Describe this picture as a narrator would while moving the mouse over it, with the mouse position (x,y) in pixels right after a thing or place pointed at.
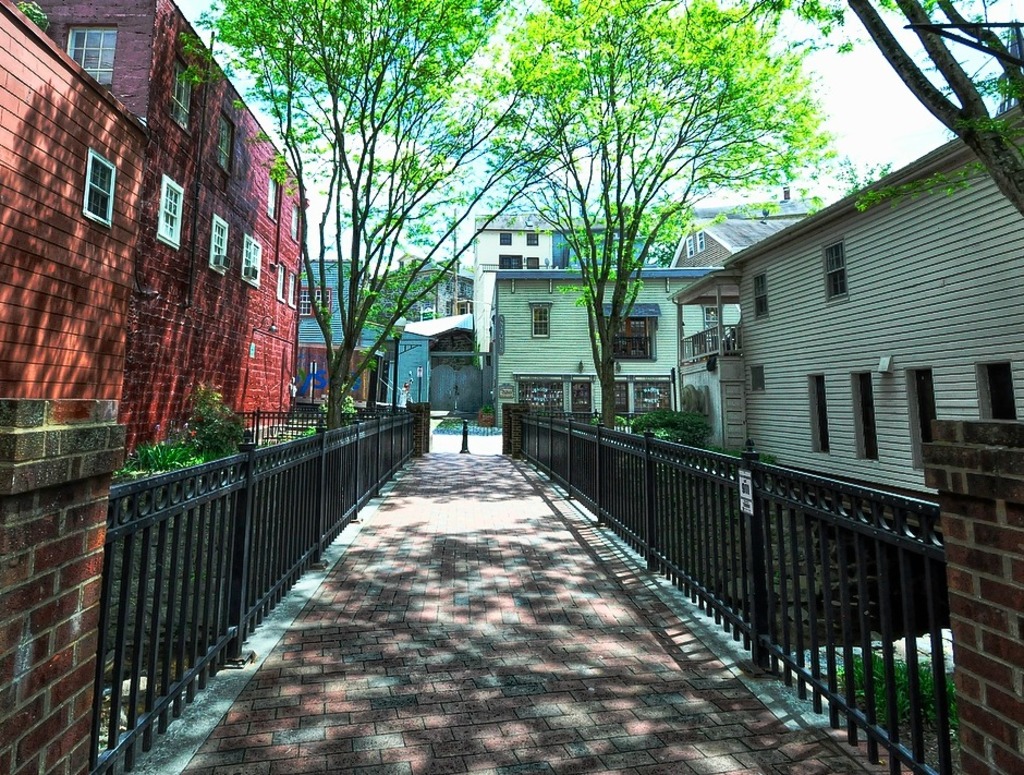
There is a road (527,525). On both sides of the road (505,503), there is fencing (560,439) attached to the pillar (993,706). In the background (435,271), there are trees (596,276), buildings (30,228) which are having glass windows (1003,395) and there are clouds (793,26) in the blue sky (470,102).
